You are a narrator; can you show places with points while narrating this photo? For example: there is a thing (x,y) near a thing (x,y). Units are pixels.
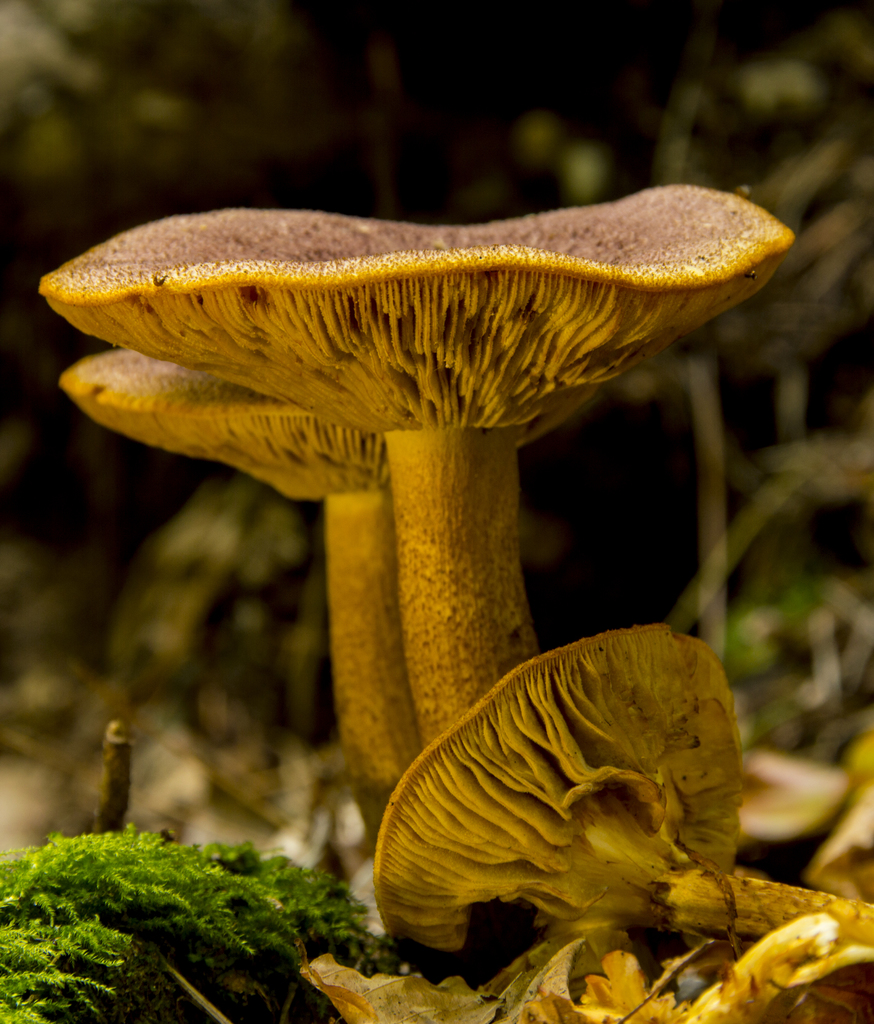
In this pictures we can see mushrooms (641,878) and plants (81,884). In the background of the image (683,584) it is blurry.
